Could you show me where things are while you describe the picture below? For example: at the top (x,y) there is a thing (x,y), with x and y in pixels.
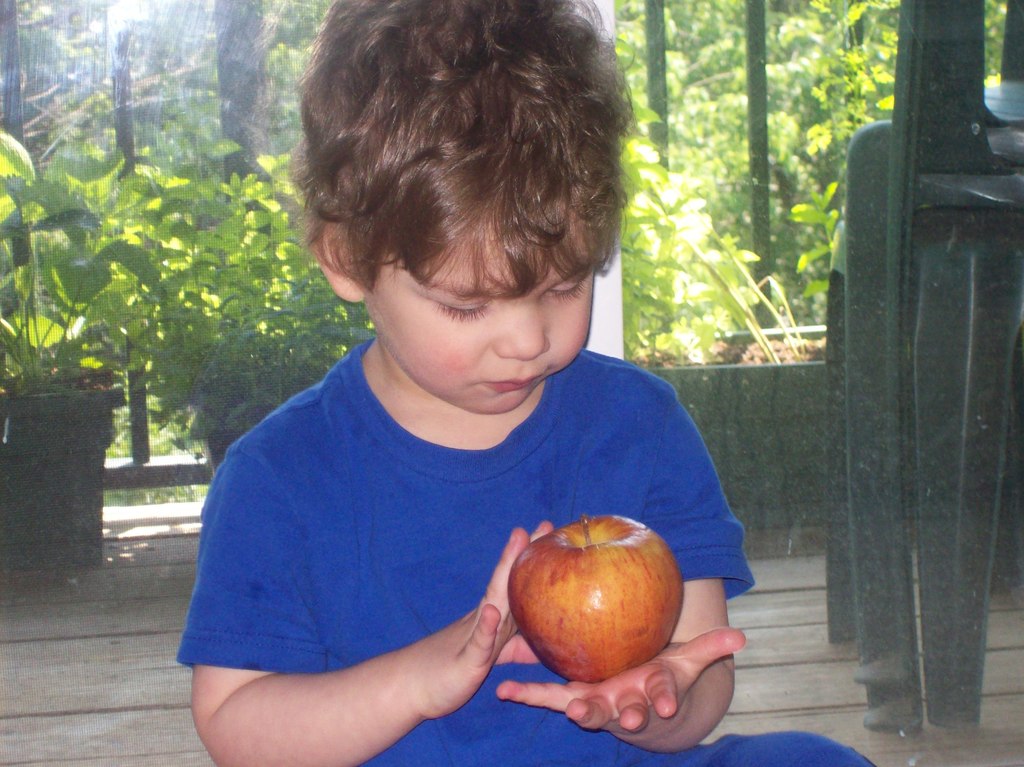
In this image, in the middle (528,371) there is a boy (489,347), he is holding an apple (583,646). In the background (974,372) there are chairs (875,546), plants (56,305), trees (295,27).
